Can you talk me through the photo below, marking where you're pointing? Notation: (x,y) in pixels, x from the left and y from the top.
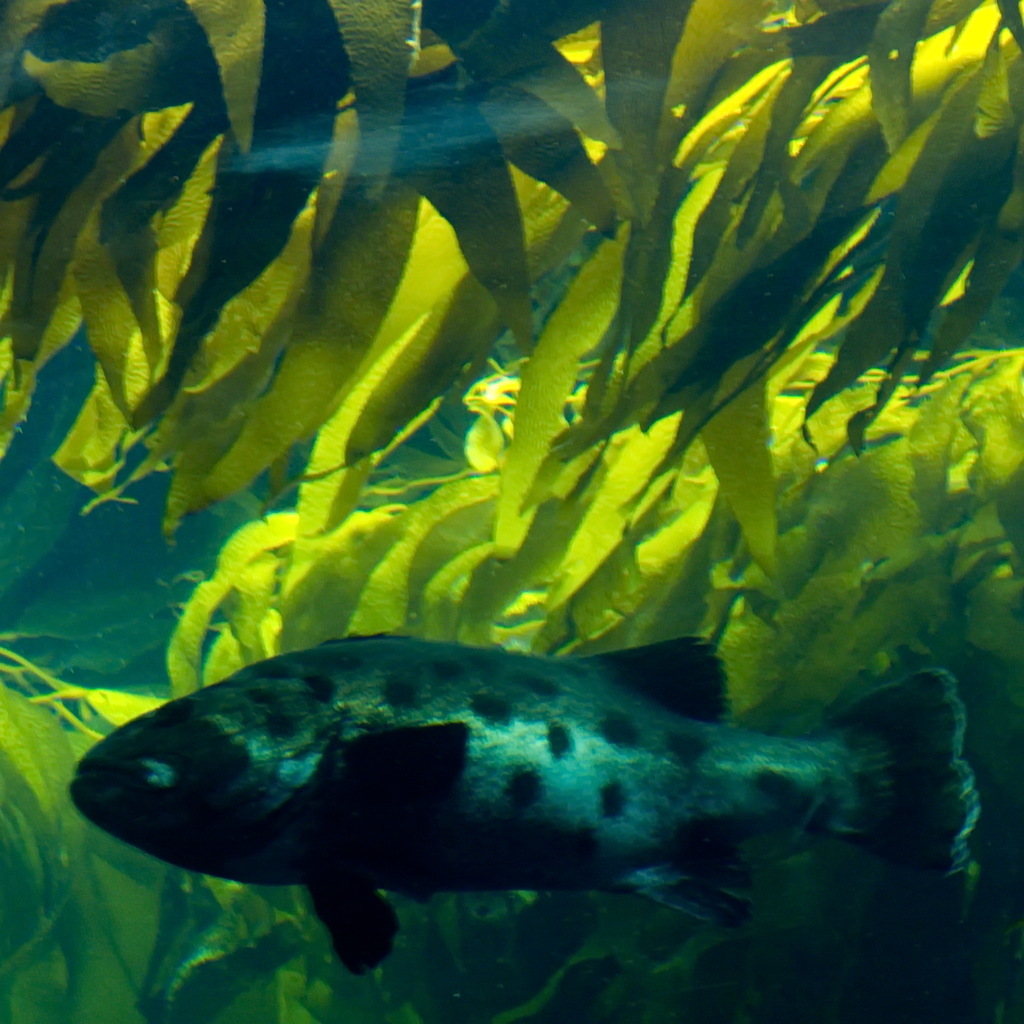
In this image we can see many plants (517,422). There is a fish (490,786) in the water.
